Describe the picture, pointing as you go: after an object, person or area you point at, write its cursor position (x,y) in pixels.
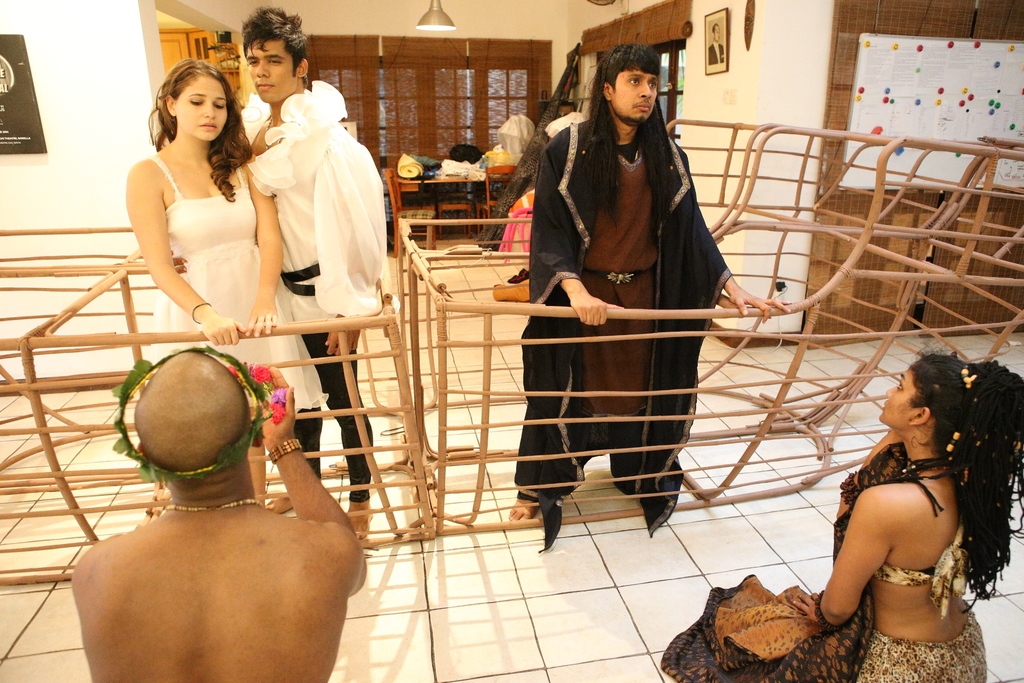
In this picture I can see 5 persons (605,212) in which these 2 persons (248,524) are sitting and these 3 persons (274,306) are standing. In the background (6,248) I see the wall (728,196) and I see the light (423,17) on the top (445,27) and on the right side of this image (713,37) I see the photo frame (709,64) on this wall (741,60) and I see the white color board (917,93) on which there are different color things (998,91).
